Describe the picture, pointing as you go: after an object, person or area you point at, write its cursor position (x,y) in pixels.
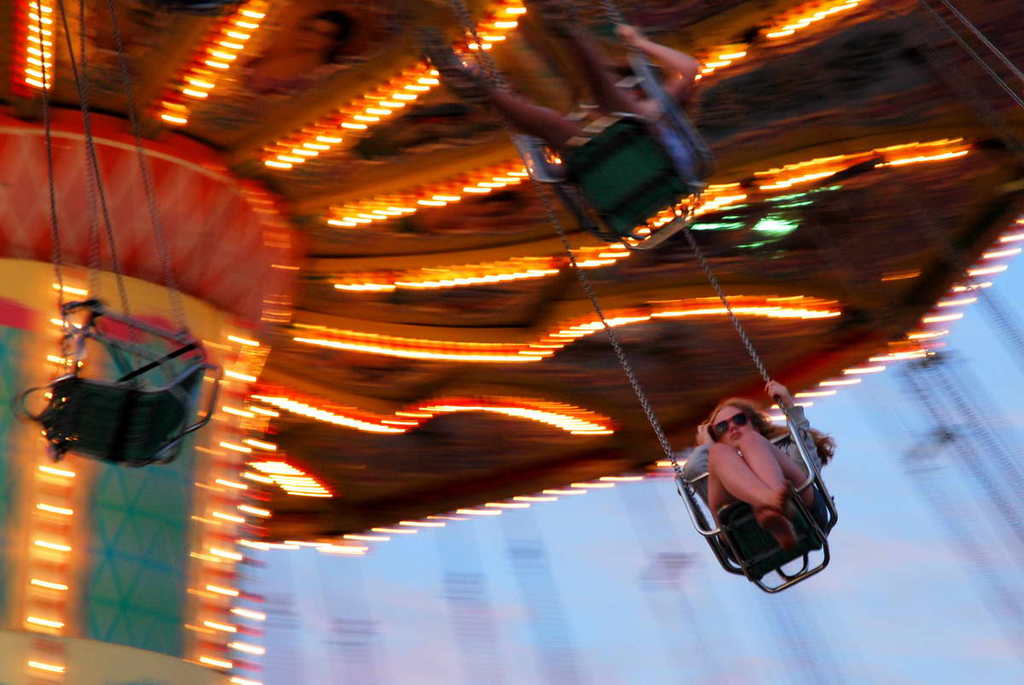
I can see two people (617,97) sitting on the swings (617,156). This is the flying swing ride (281,372). These are the lights (273,471).
